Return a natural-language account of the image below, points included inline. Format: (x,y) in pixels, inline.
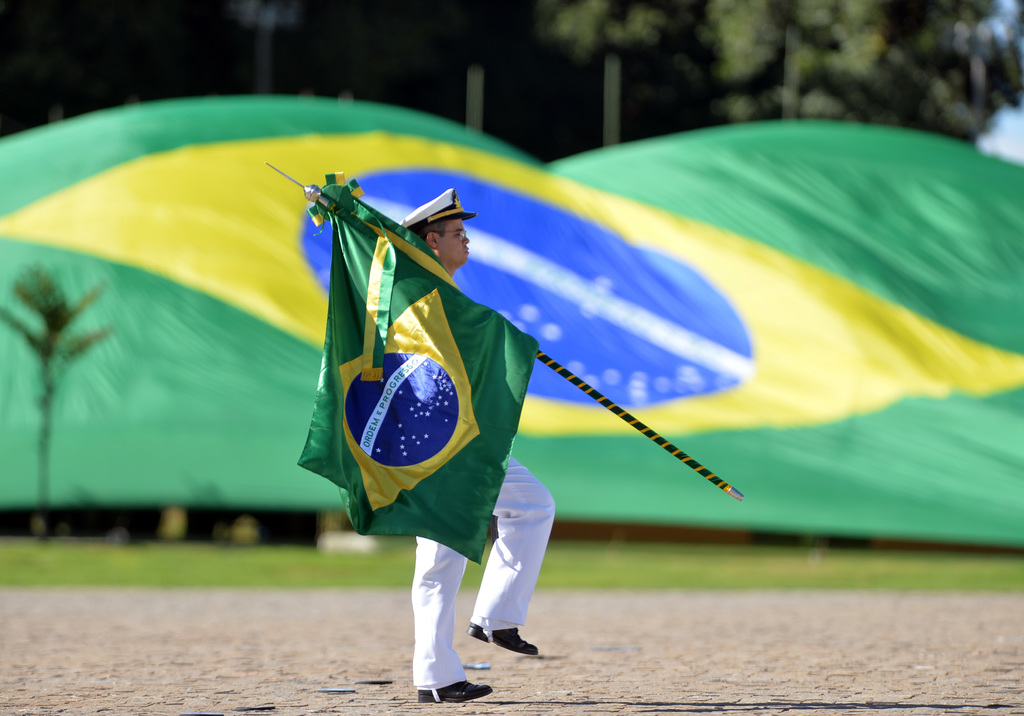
In this image we can see one man (504,579) walking on the road (133,638) and holding a flag (458,293) with pole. There are some trees (895,48), grass (288,545) on the surface (1010,615), one big flag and some objects (323,542) are on the surface (158,631).
